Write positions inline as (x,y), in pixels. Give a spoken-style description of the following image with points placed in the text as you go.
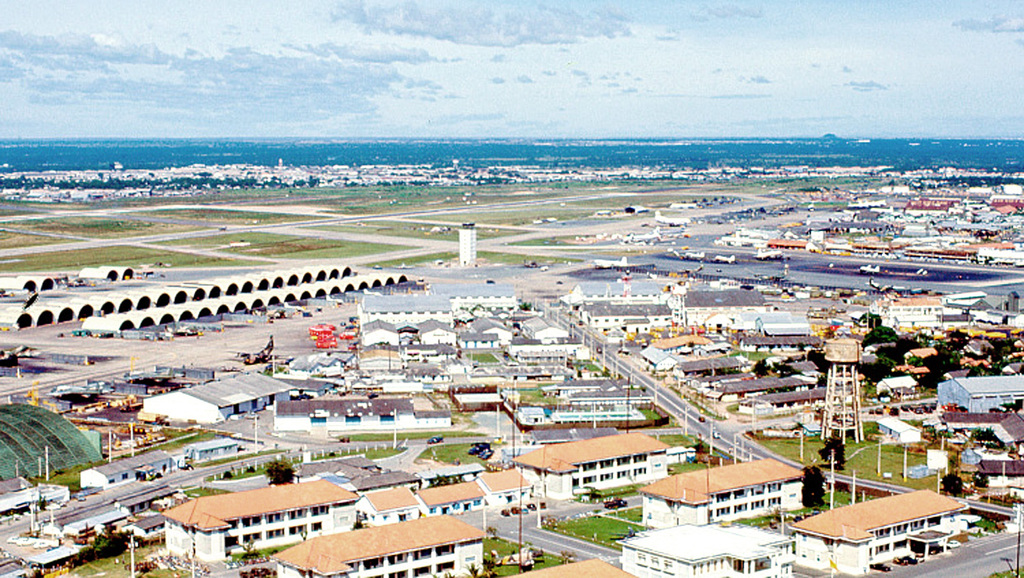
In this image there are many buildings (209,513), trees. In the background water body (586,148) is there. The sky (497,84) is cloudy.
